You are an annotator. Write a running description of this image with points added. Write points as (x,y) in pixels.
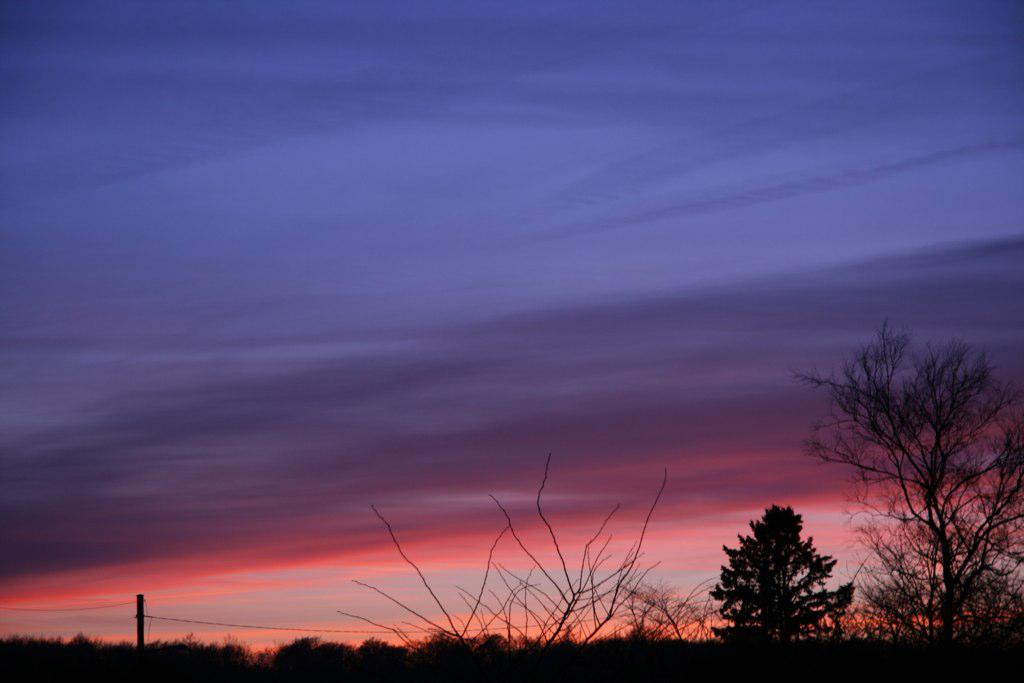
Here in this picture we can see trees (678,645) and plants (649,671) present all over there and on the left side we can see a pole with a rope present over there and we can see the sky (255,596) is fully covered with clouds (278,570) over there.
